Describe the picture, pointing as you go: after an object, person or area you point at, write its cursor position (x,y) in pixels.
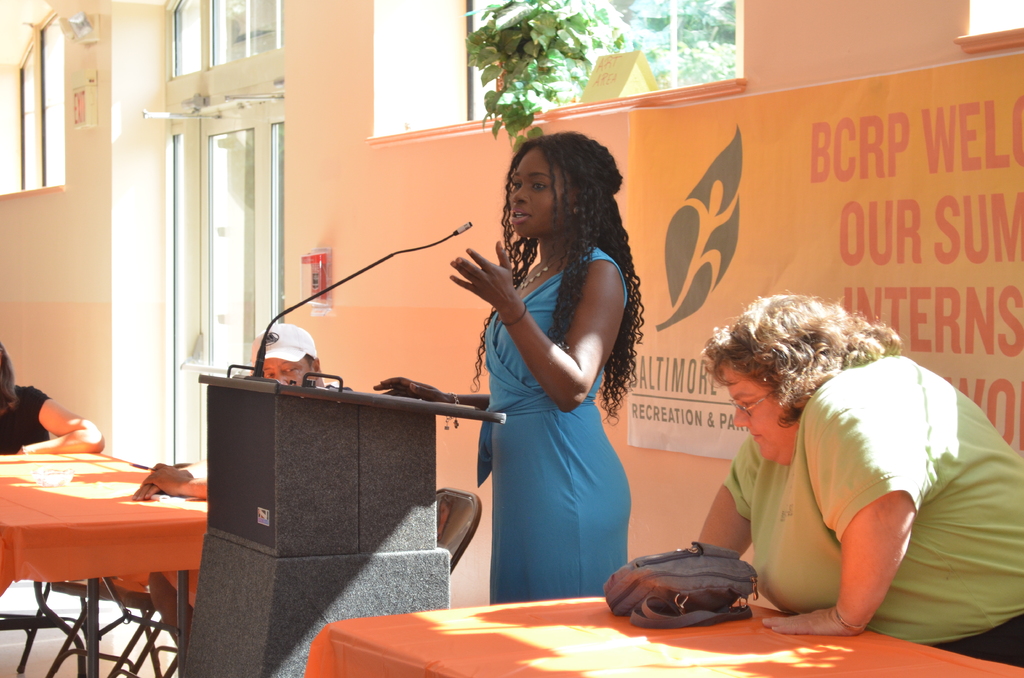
Here in this picture we can see a woman (548,382) standing in front of the speech desk (388,467) giving a speech and at the right side (881,453) we can see a woman (865,418) sitting with a table (745,626) in front of her and bag (670,609) on it, here we can see a guy (293,374) he is also sitting on a chair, here we can see a door (232,239), here at the top (577,3) we can see a plant (472,32), at the left side (44,446) we can see persons hand (22,450).
